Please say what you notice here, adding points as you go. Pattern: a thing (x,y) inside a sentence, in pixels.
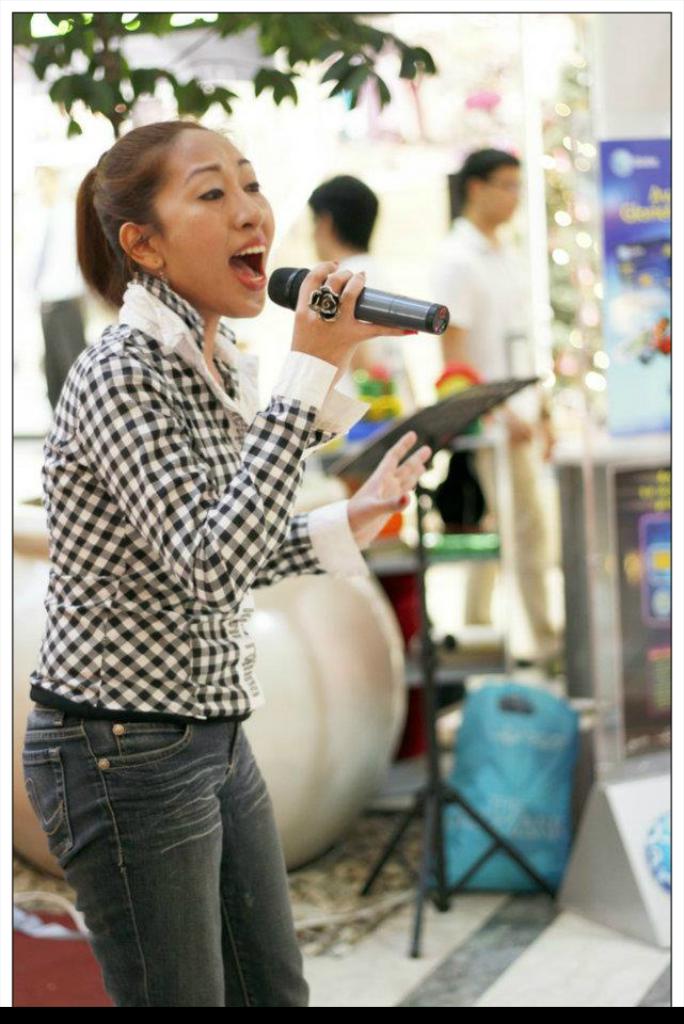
There is a girl (150,393) in this picture talking holding a mic (415,317) in her hand (306,295). In the background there are some people (458,268) standing and there are some trees (286,41) here.
